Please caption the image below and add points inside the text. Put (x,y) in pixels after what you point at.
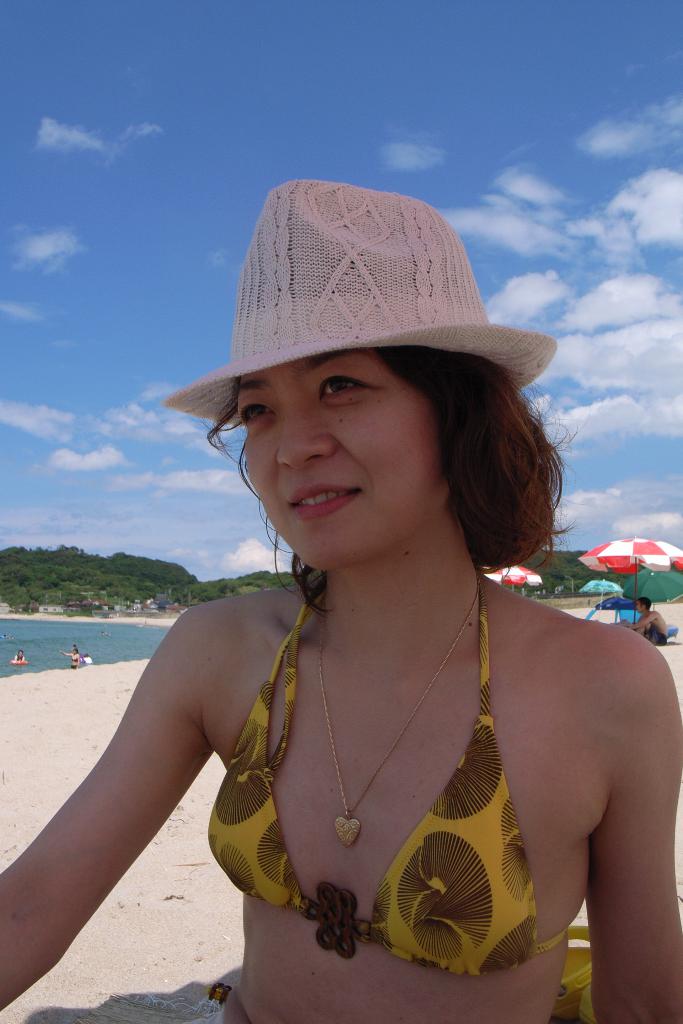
In this picture there is a lady (406,736) in the center of the image (384,679) she is wearing hat (236,357) and there are umbrellas (625,565), other people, water (63,648), and trees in the background area of the image (566,555), it seems to be the place of a beach (18,687).
